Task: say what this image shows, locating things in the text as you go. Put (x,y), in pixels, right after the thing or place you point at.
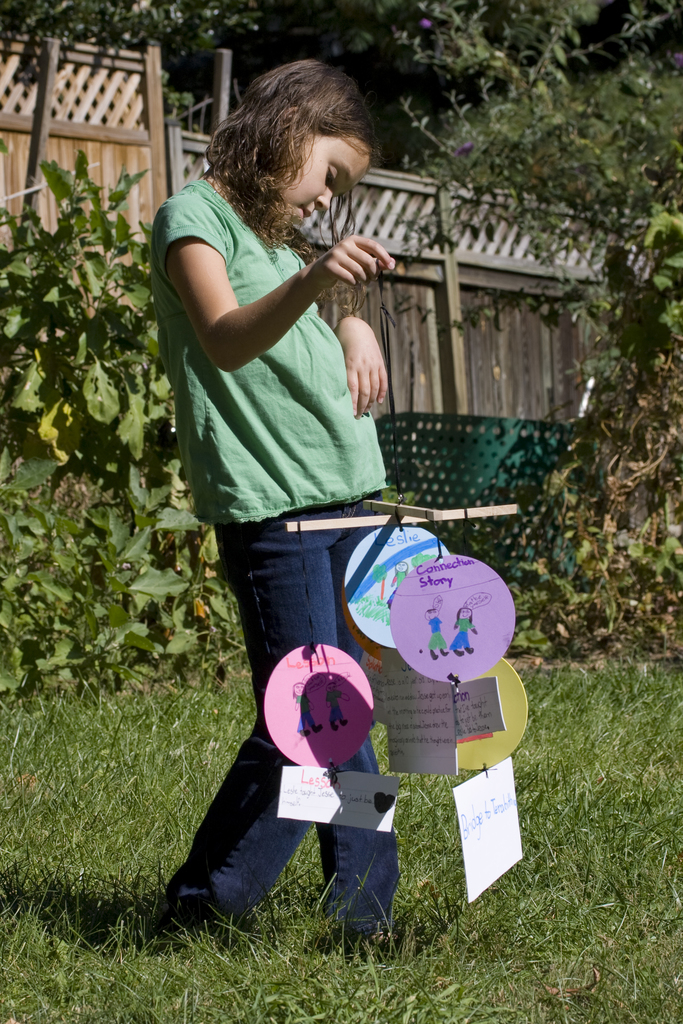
In this image we can see a person (325,463) standing and the person (328,463) is holding a thread (404,502). To the thread (397,507) there are few papers (482,573) are attached and on the papers (498,799) we can see some text (403,740) and images (450,619). Behind the person (287,458) we can see few plants (81,420) and wooden fencing (403,328). At the top (483,119) we can see few trees (494,122). At the bottom (477,977) we can see the grass (304,906).
